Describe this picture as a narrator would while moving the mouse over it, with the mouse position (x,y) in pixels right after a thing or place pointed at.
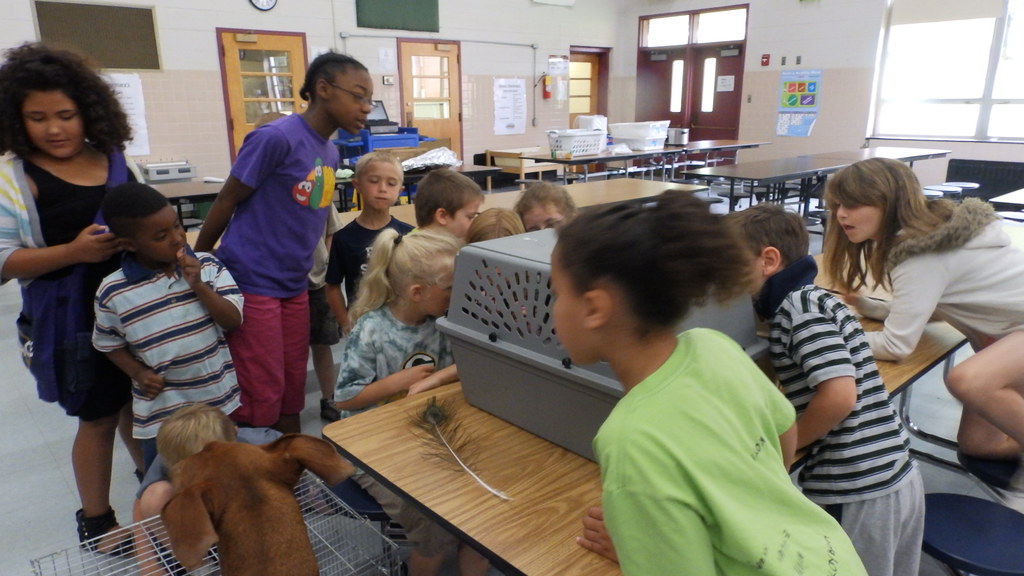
In the center of the image (408,361) there are many children (291,424). There is a table (345,444) on which there is a object (479,251). In the background of the image (596,94) there are doors (418,51). There is wall (464,74). There are many tables (713,169) in the image.
